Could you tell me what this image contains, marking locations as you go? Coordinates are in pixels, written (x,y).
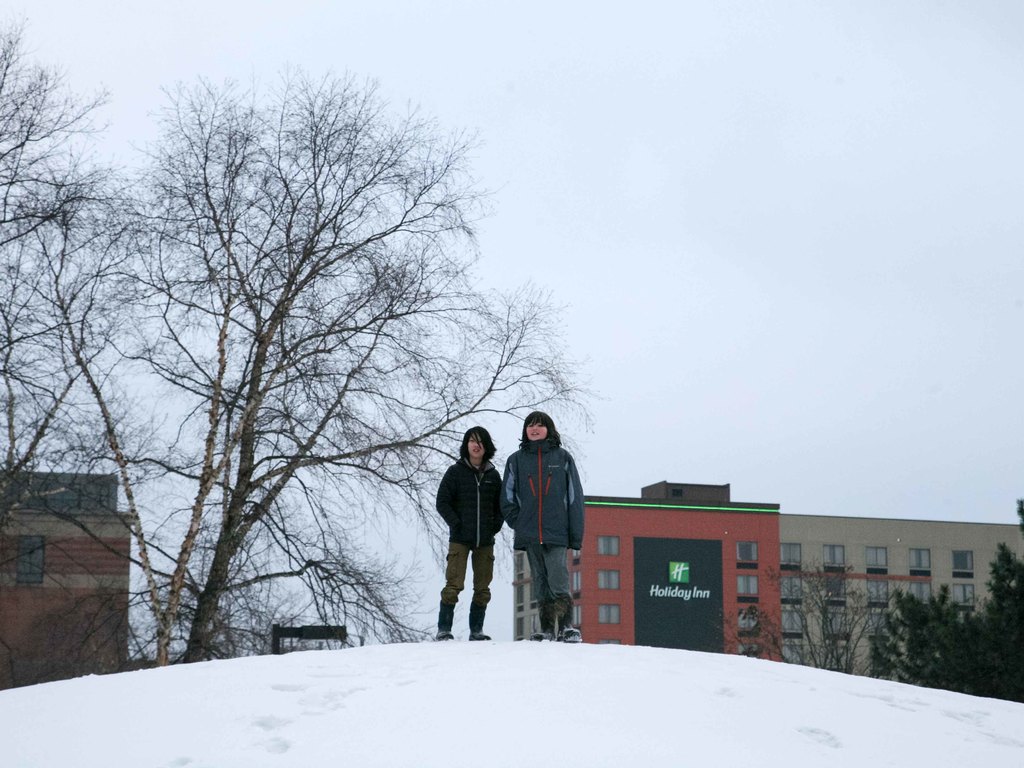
In this image I can see ground (442,653) full of snow (468,702) and on it I can see two persons (547,488) are standing. I can see both of them are wearing jackets (507,495), pants (455,568) and shoes (577,630). Behind them I can see number of trees (918,630), few buildings (963,549) and the sky (748,378). On the right side of this image (684,569) I can see something is written on the building's wall (680,597).
